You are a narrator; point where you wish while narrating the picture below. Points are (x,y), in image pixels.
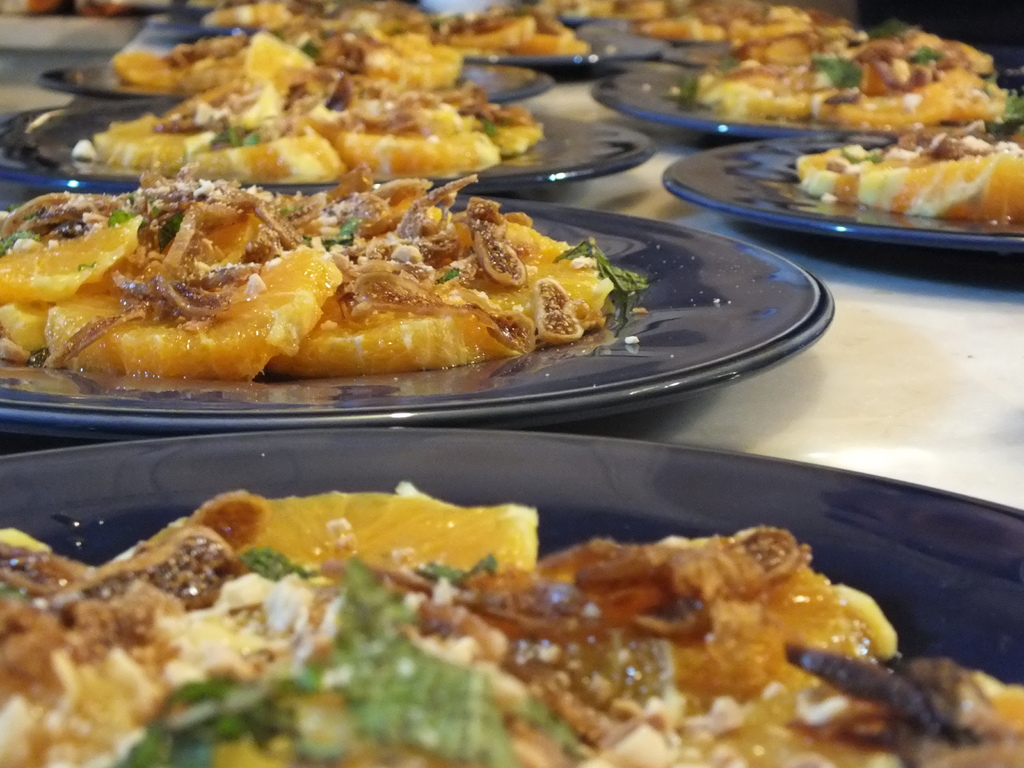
This picture we can see some food (489,650) is seen in the many black plate (582,371) which is placed on the table top (923,429).
